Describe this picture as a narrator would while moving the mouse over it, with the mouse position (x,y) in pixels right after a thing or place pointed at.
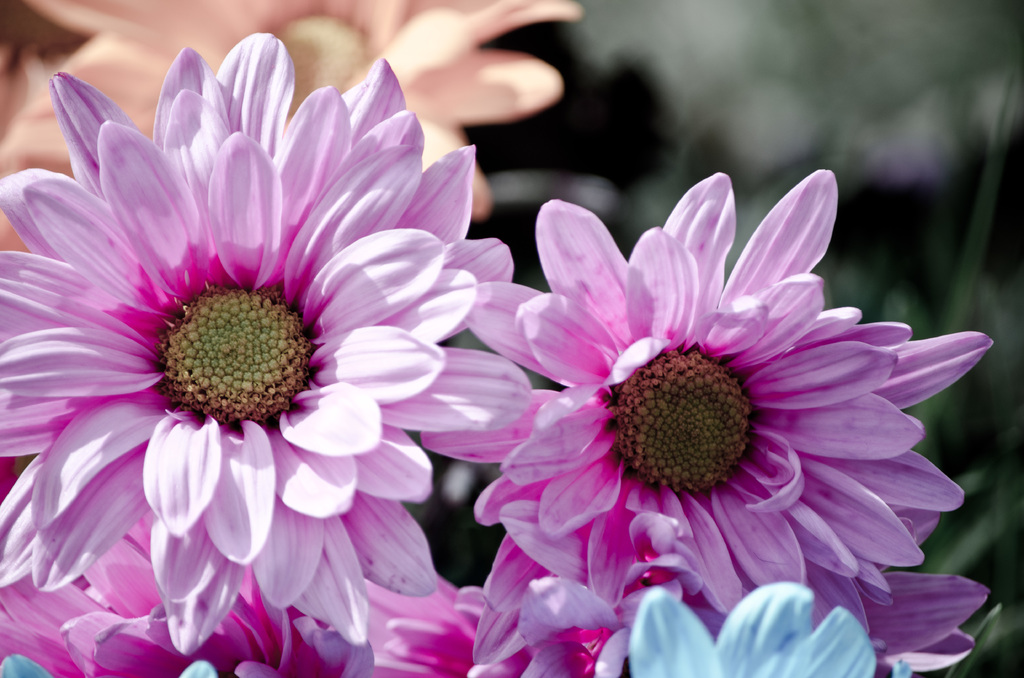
In this image there are flowers (244,298). In the top right (852,80) it is blurry.
